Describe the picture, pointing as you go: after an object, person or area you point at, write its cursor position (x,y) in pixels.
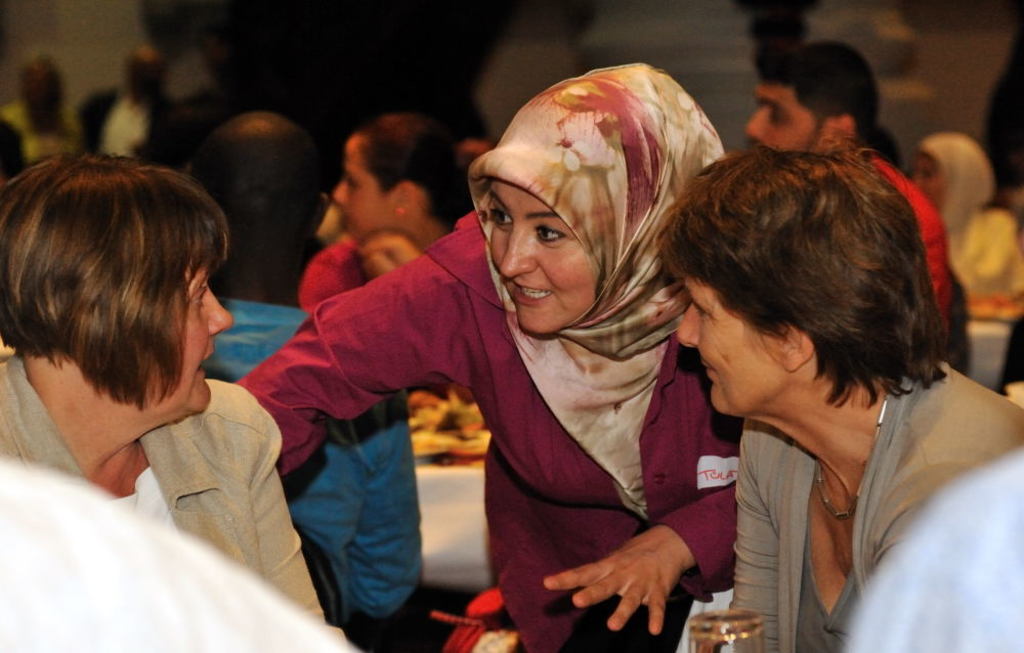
There are people (877,292). In the background (259,177) we can see people (389,145) and it is dark.
